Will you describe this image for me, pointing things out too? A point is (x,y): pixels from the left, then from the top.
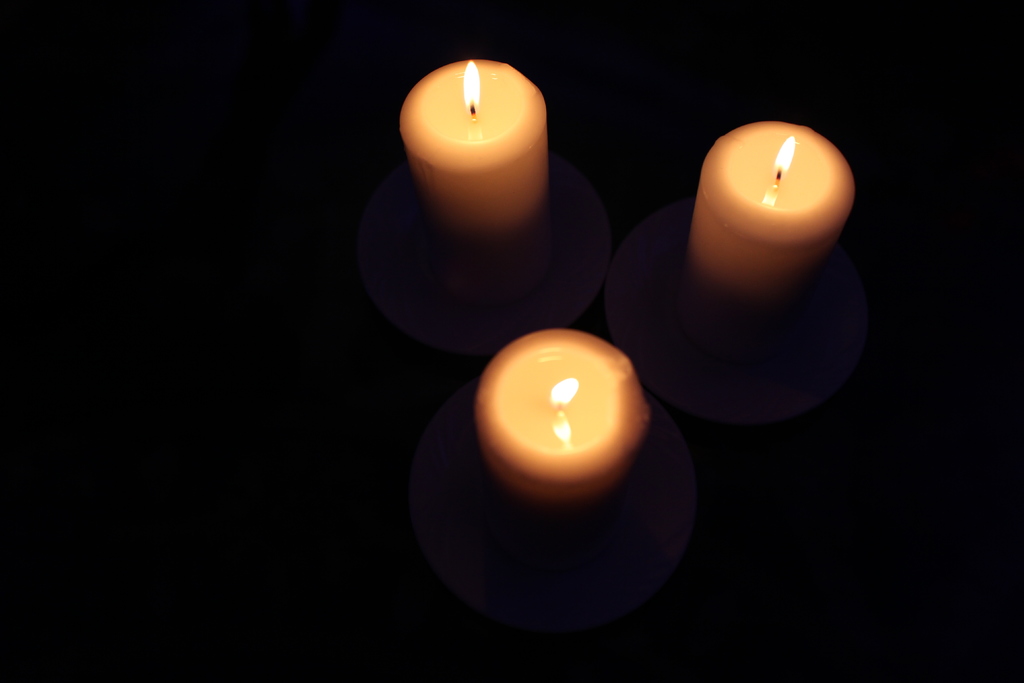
These are the 3 candles (843,161) that are firing.
